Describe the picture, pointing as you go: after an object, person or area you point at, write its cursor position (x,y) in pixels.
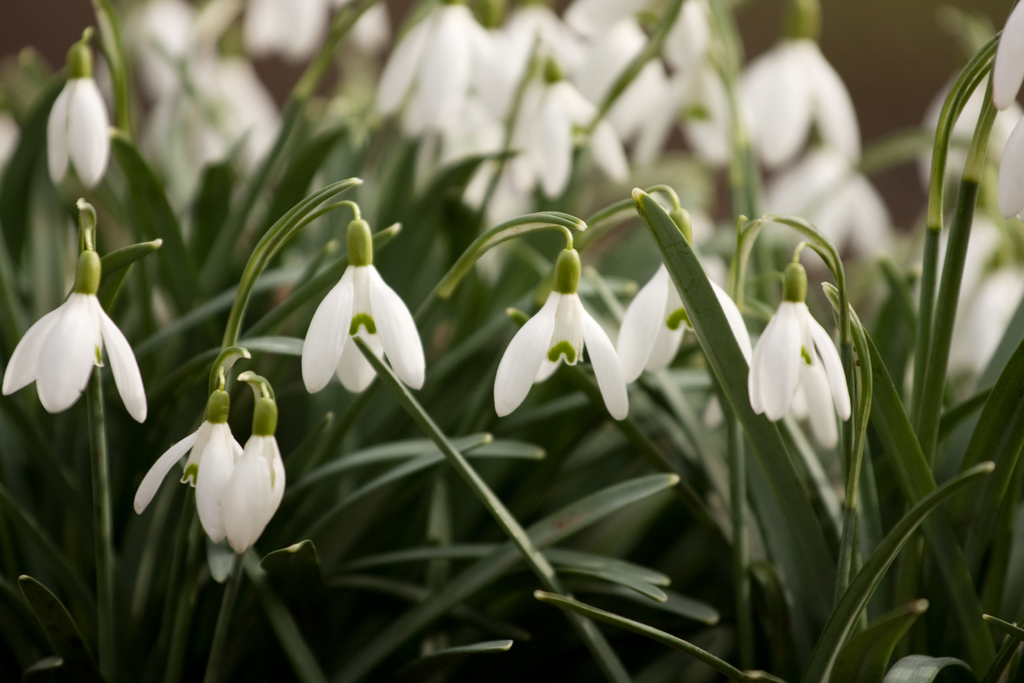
In this image I can see many plants (432,543) along with the flowers (539,333) which are in white color. The background (867,49) is blurred.
